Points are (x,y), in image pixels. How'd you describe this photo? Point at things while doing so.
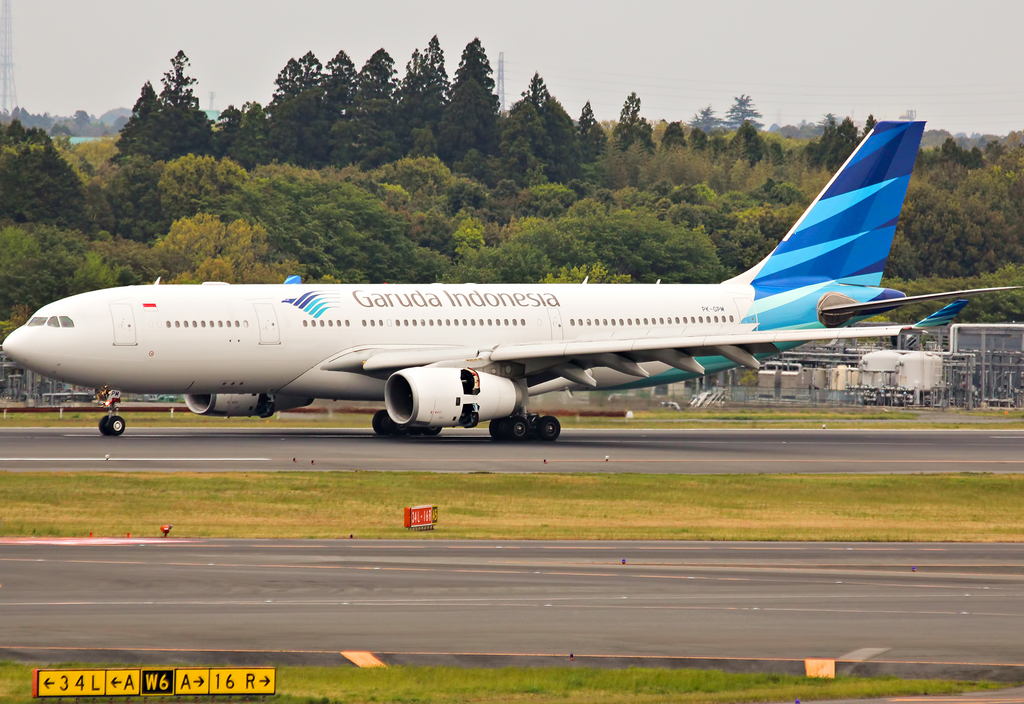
There is grassland (563,484) and small number boards (217,678) at the bottom side of the image (206,670), there is an aircraft (428,349), it seems like substation (902,360) in the center (552,379). There are trees (455,110), pole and sky (613,104) in the background area (692,116).
